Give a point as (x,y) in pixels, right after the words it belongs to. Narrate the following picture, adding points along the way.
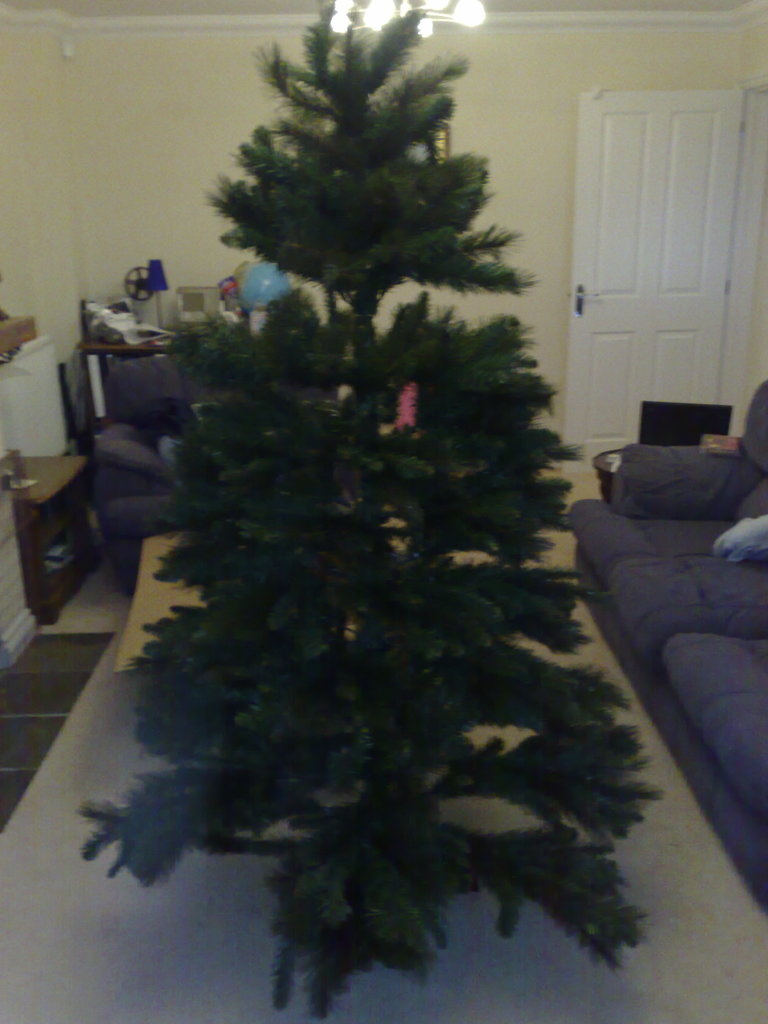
In this picture I can see a tree (444,200) in front (429,241) and in the background (676,620) I can see the sofa set (738,572), few things (697,413), a door (712,276) and the wall (612,79). On the top of this picture (465,9) I can see the lights (376,6).
